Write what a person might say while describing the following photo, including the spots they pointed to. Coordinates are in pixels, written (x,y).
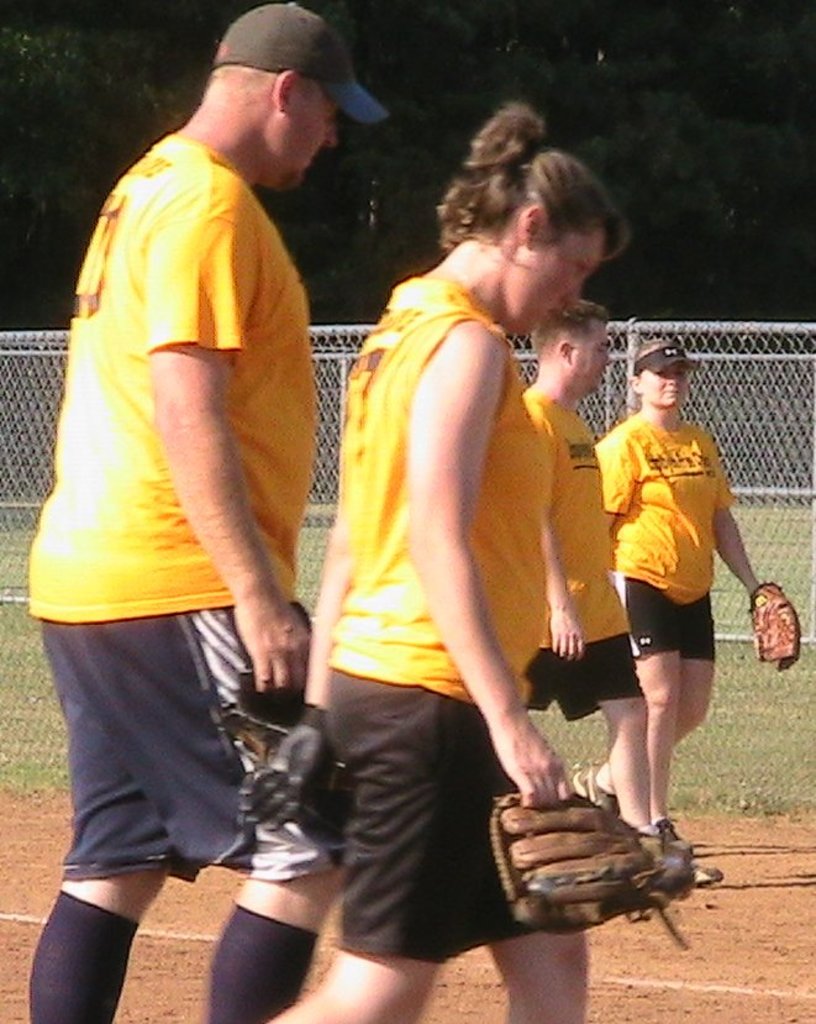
In this image there are people (496,495) wearing yellow shirts (690,487). There is sand (491,1014) in the foreground (707,971). There is net fencing (736,322). There are trees (38,219) in the background (43,233).
